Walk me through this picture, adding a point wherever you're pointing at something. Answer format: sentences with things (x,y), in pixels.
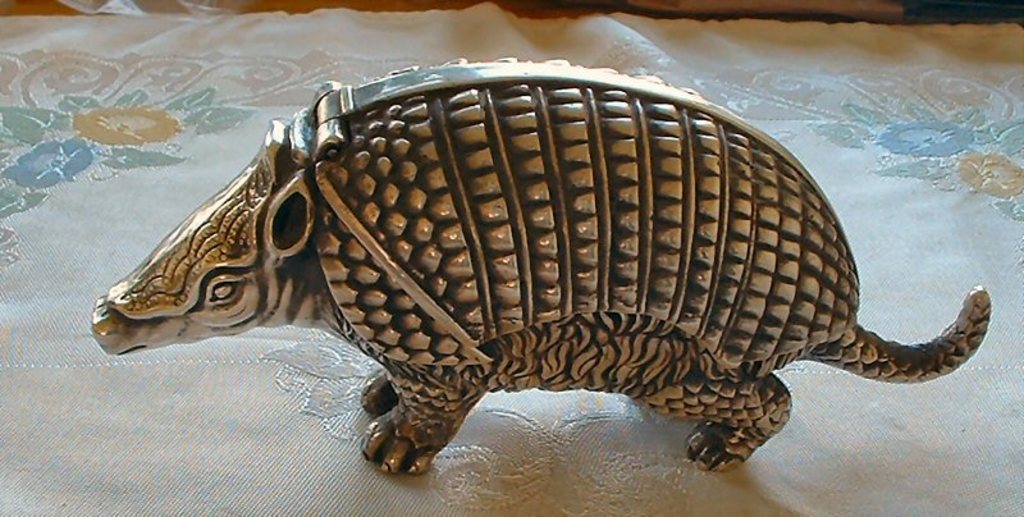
In this image, we can see a statue of an animal (467,233) on the cloth (93,410).
